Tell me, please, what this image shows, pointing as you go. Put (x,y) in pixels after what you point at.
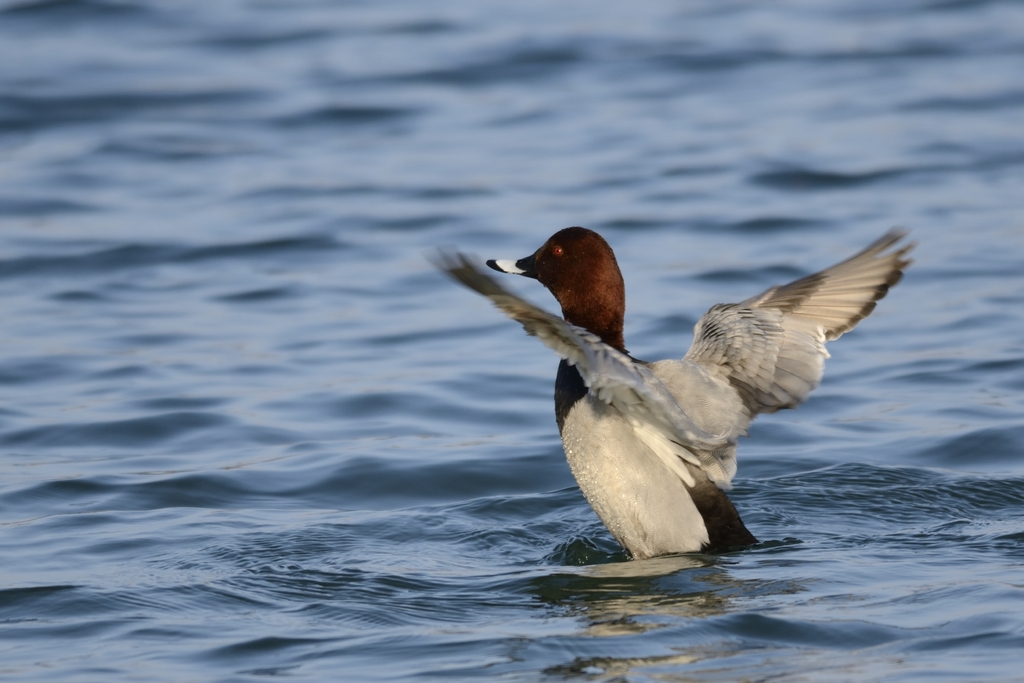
In this picture I can see the bird (573,385) on the right side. I can see water (467,408).
